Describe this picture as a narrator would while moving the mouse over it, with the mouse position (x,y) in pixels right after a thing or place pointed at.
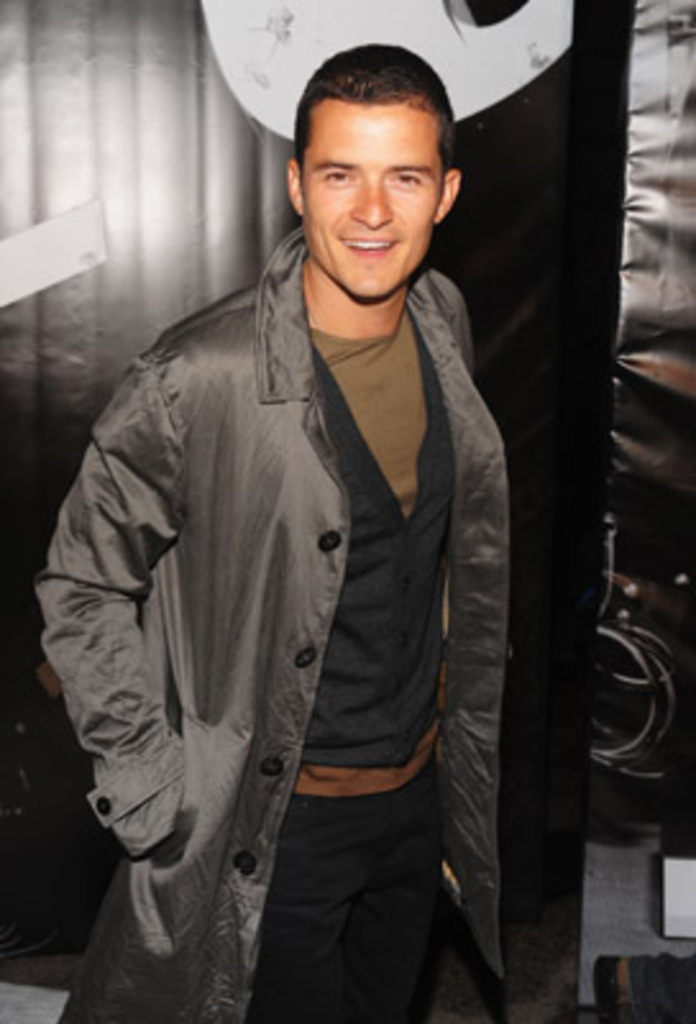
In this picture we can observe a person (276,451) standing, wearing a grey color coat (223,556). He is smiling. In the background (130,197) there is a curtain (77,178) which is in grey and black color.
